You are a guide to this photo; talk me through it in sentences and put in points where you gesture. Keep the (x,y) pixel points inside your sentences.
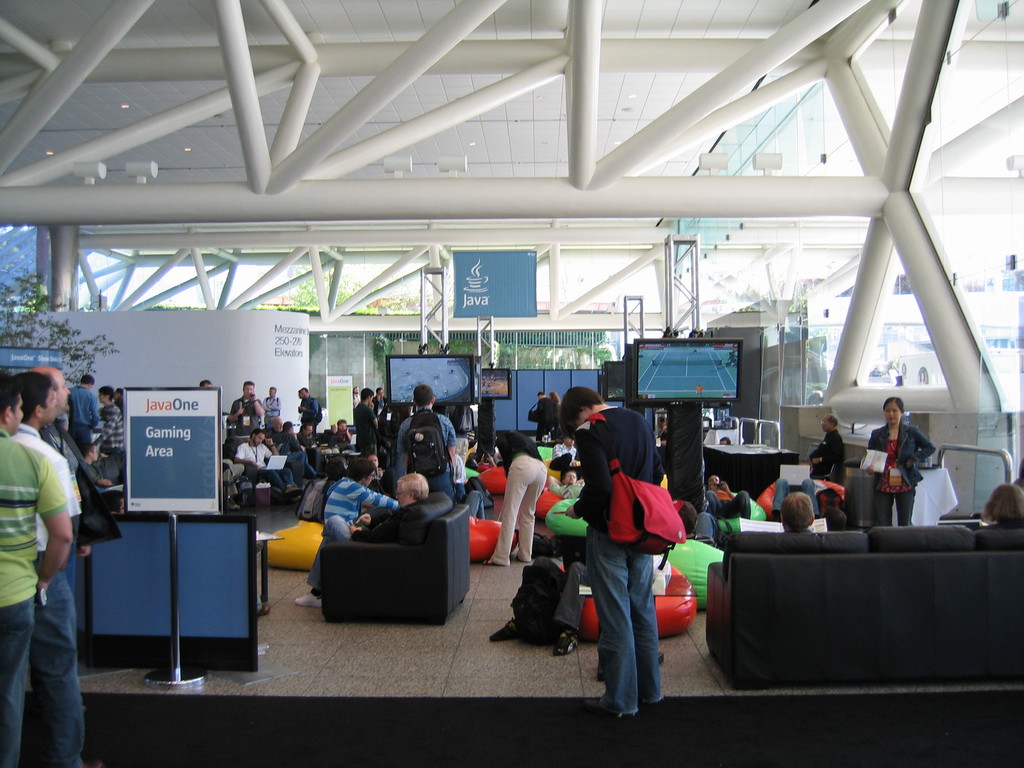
In this image there are a few people (464,462) standing and sitting in sofa (449,555) and bean bags (473,558), around them there are some objects (764,464), televisions (638,386), display boards (144,462), trees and metal rods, at the top of the image (415,143) there is a rooftop (217,37) supported with metal rods (511,185), in the background of the image (577,286) there are buildings (914,335).
